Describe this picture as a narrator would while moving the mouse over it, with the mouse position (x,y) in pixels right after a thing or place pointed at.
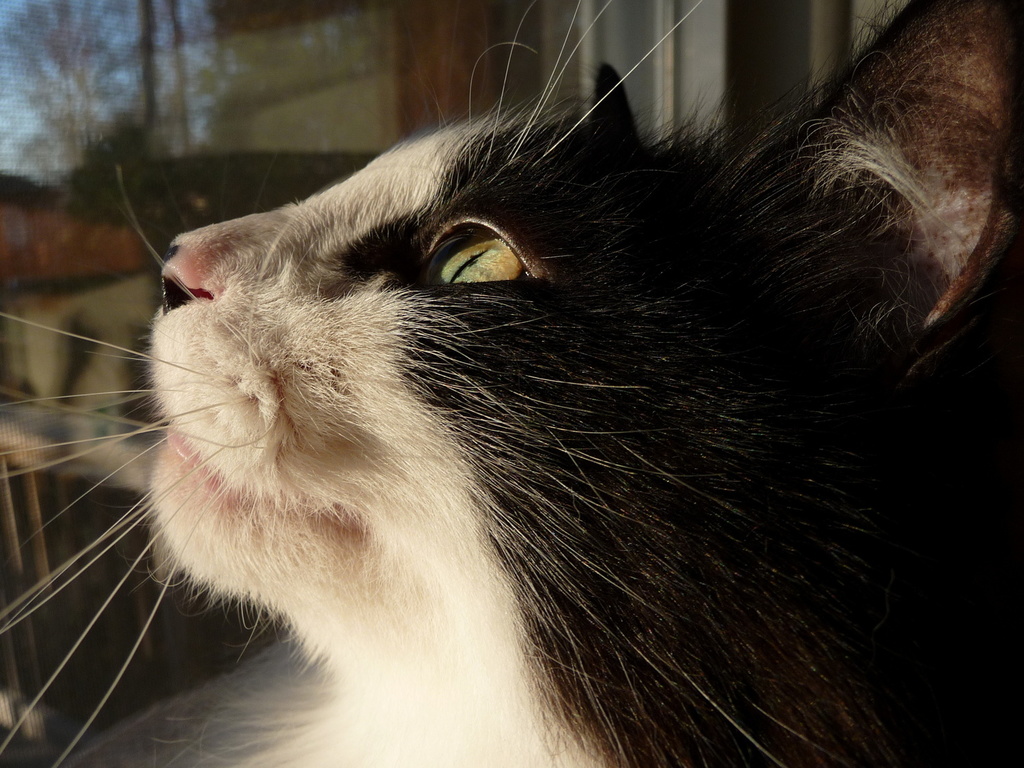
In this image we can see a cat (357,271). In the background (72,56) there are trees (116,144) and sky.
